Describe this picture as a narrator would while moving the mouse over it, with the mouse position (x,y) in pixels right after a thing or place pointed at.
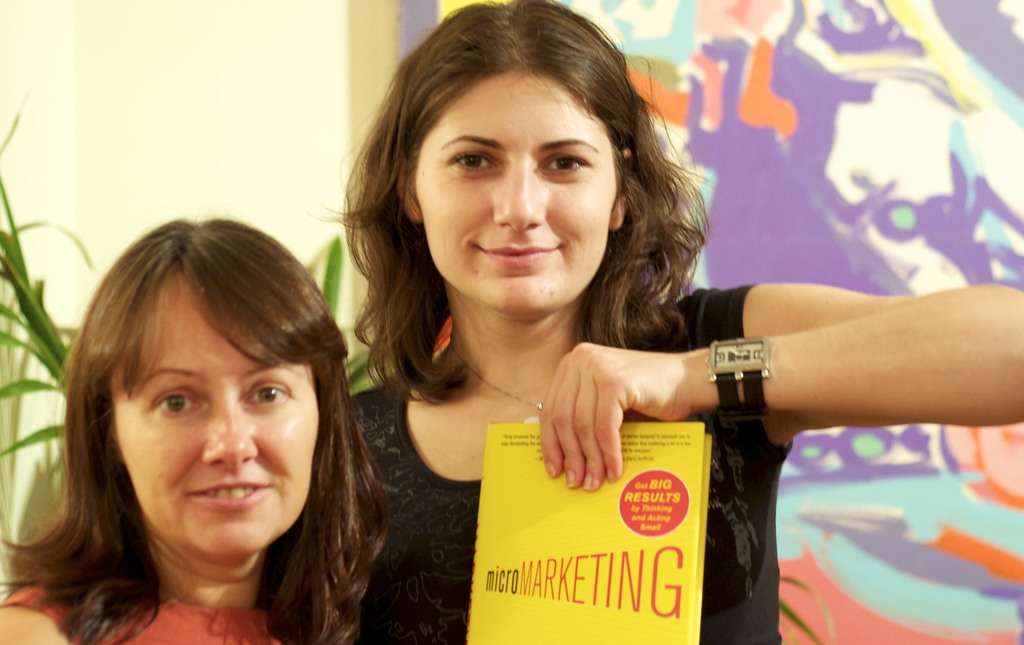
In this image we can see two women (470,308). In that a woman (494,311) is holding a book (520,596) containing some text (607,599) on it. On the backside (342,99) we can see a plant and a wall (352,139) with some painting (820,239).
